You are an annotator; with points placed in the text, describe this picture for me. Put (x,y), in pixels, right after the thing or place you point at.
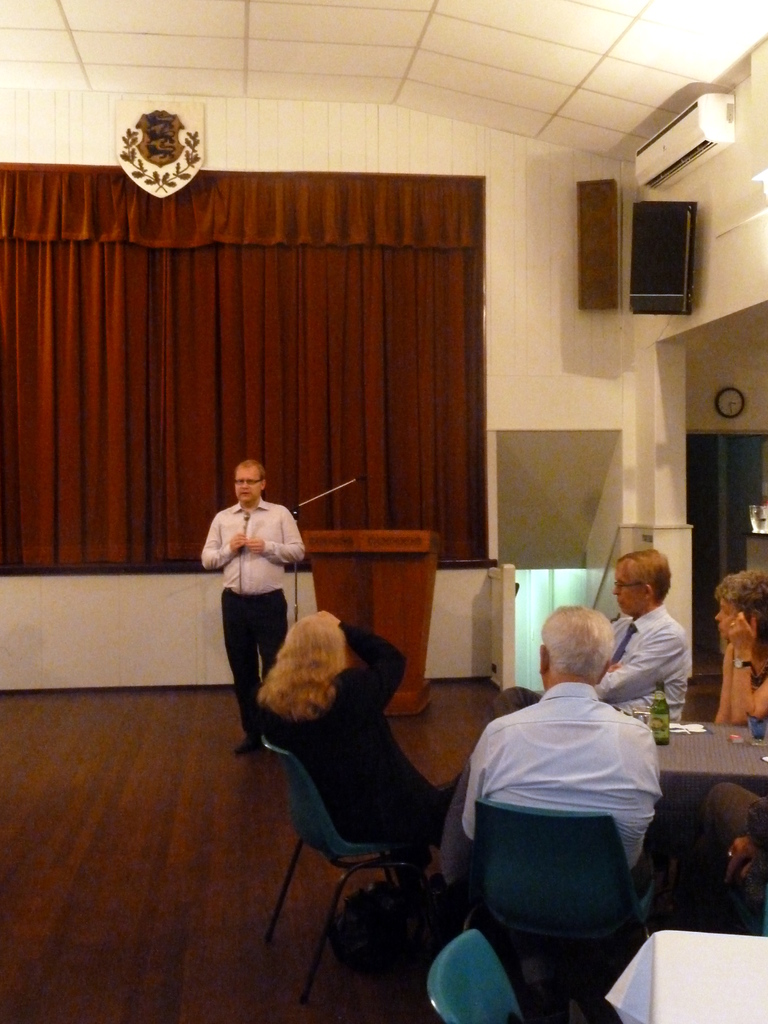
In this image, we can see people (725,624). Few people (319,774) are sitting. Here a man (262,527) is standing and holding a microphone (246,530). At the bottom (248,909), there is a floor (180,913). Background (547,409) we can see curtain (293,403), wall (513,374), speakers (609,239), board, air conditioner (692,125), clock (741,406) and few objects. Top of the image (380,27), we can see the ceiling (429,25).
